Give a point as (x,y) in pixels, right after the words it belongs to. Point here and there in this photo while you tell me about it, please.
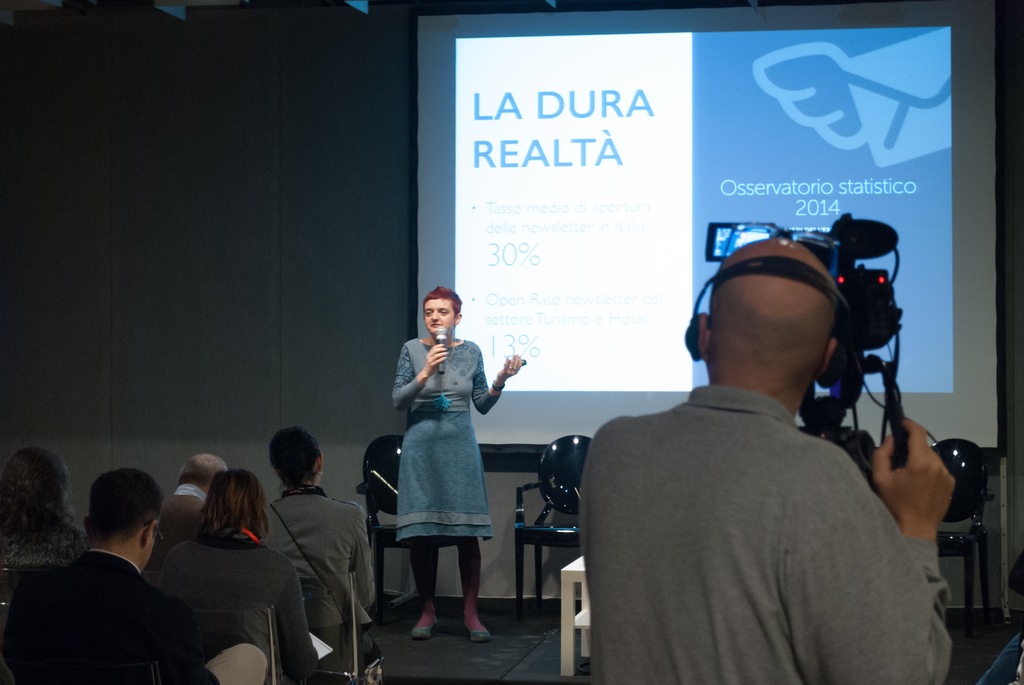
In this picture I can see a group of people (269,591) are sitting on the left side (255,591), in the middle (453,445) a woman (444,456) is speaking in the microphone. On the right side (817,318) a person (786,474) is holding the camera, in the background (625,397) there is a projector screen (889,37).
